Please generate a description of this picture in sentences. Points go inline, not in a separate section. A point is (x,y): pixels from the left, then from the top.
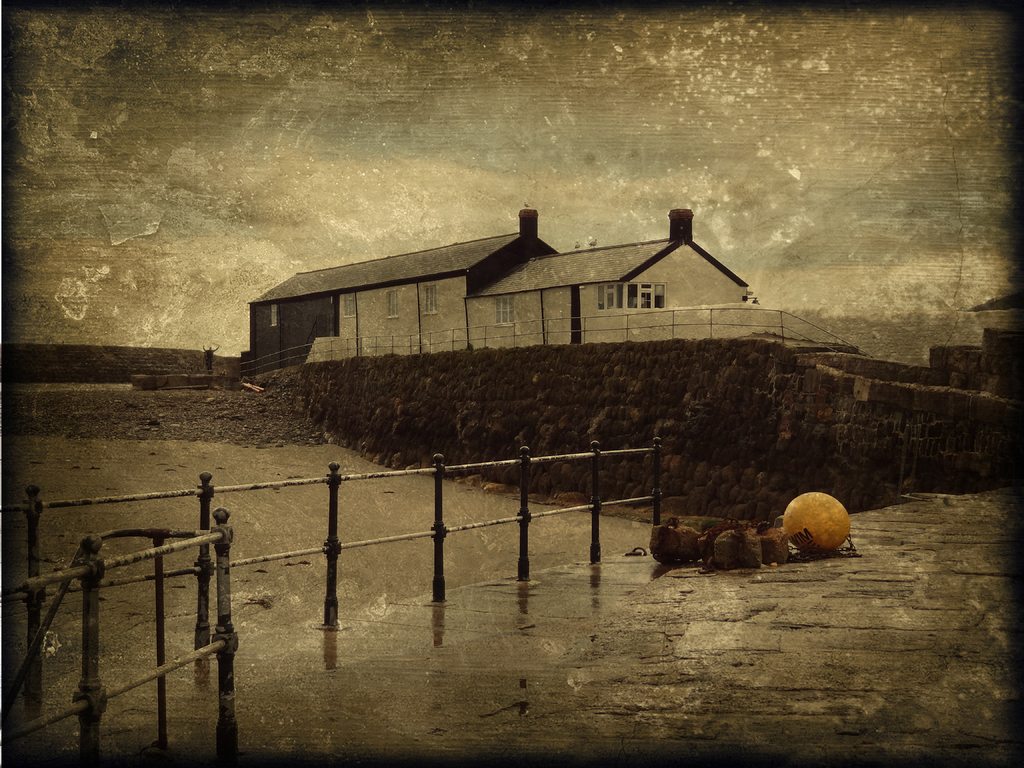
This is an edited image. At the bottom of the picture (144,560), we see an iron railing (143,579). Beside that, we see a yellow ball (806,533) is placed on the road (750,572). There are buildings (336,332) in the background (402,295). At the top of the picture (291,132), we see the sky (562,95).
